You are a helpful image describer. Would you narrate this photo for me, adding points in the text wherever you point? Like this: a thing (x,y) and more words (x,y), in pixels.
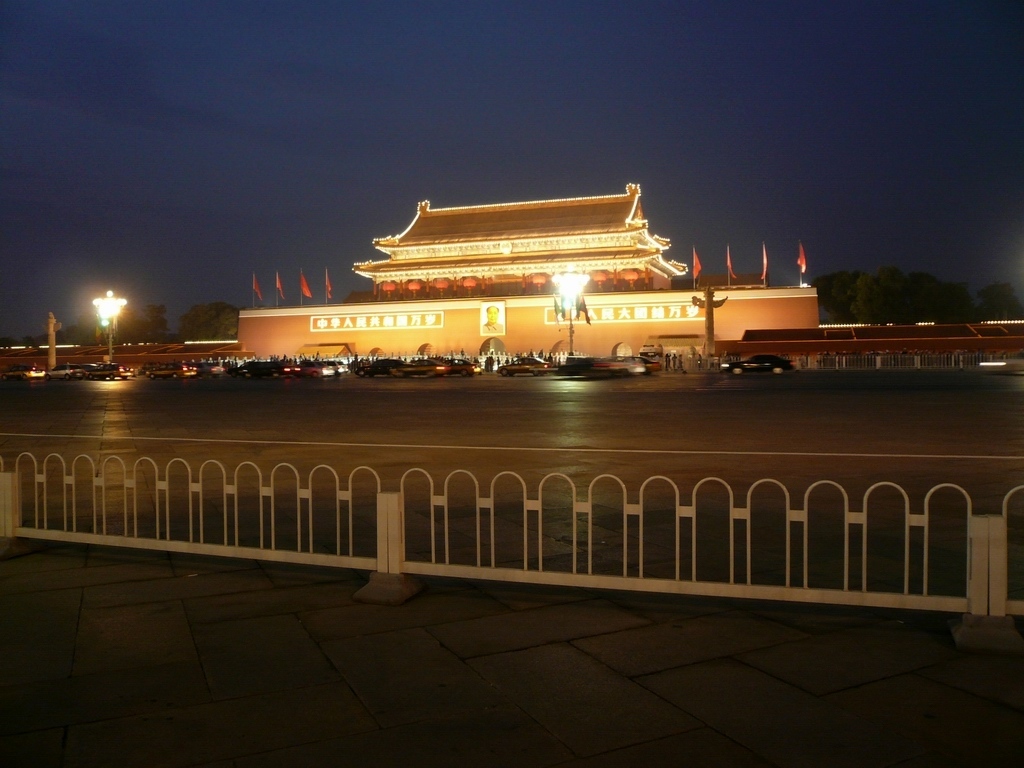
In this image there is a railing (907,554), behind the railing (731,563) there is a road (348,404) and few vehicles (500,371) are moving on the road (458,392). At the center of the image (518,297) there is a building (479,267) with lights (468,288). In the background (343,284) there is a sky (778,120).
